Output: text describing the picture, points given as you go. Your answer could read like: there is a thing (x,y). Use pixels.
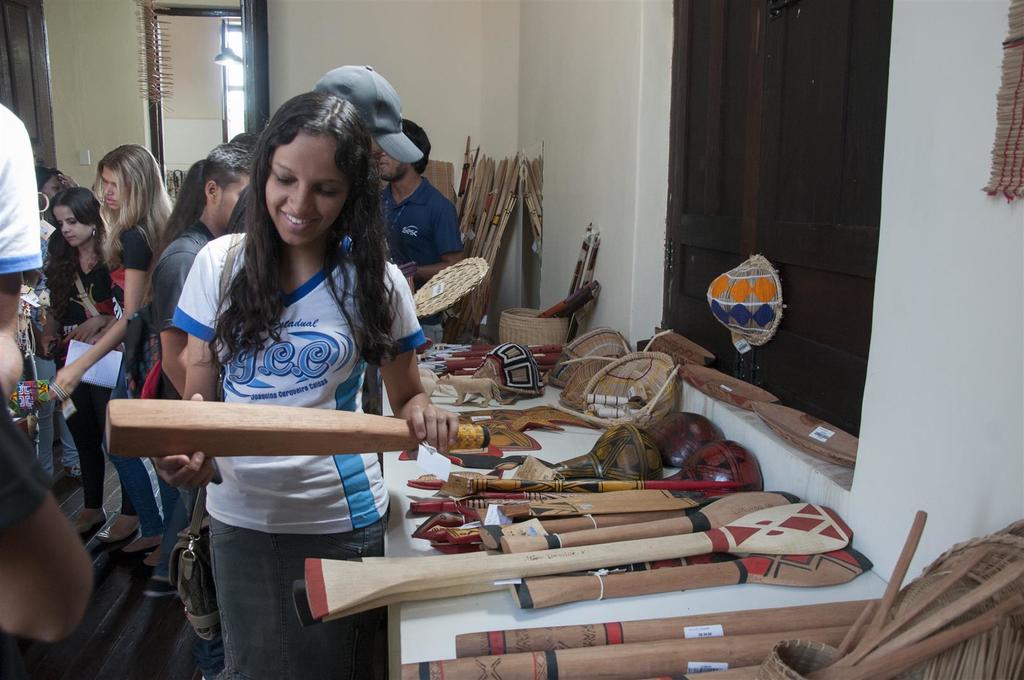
In the foreground of this image (303,373), there is a woman (297,394) in white T shirt (282,375) having a smile on her face (303,222) and also on right (731,561), there are many hand made objects (565,507) on a table (663,596). On the right top corner (772,55), there is a window (772,202) and a wall (595,87). On left (101,243), there are persons (108,244) standing on the surface (117,612). In the background (469,53), there are many wooden sticks (489,186), a wall (467,84) and the door (223,45).
